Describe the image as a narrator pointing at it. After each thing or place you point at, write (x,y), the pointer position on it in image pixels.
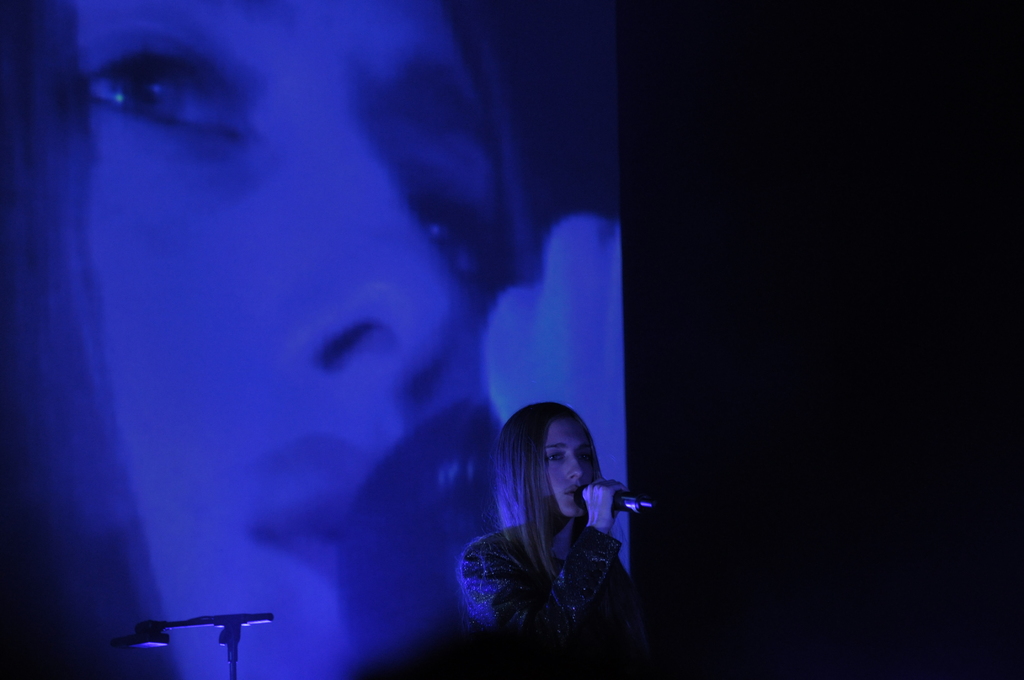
In this image there is a lady (527,535) holding the mike (648,504) in her, in the background (1,37) there is a screen (305,490), in that screen (239,309) there is a picture (250,239) of a lady (392,336).
